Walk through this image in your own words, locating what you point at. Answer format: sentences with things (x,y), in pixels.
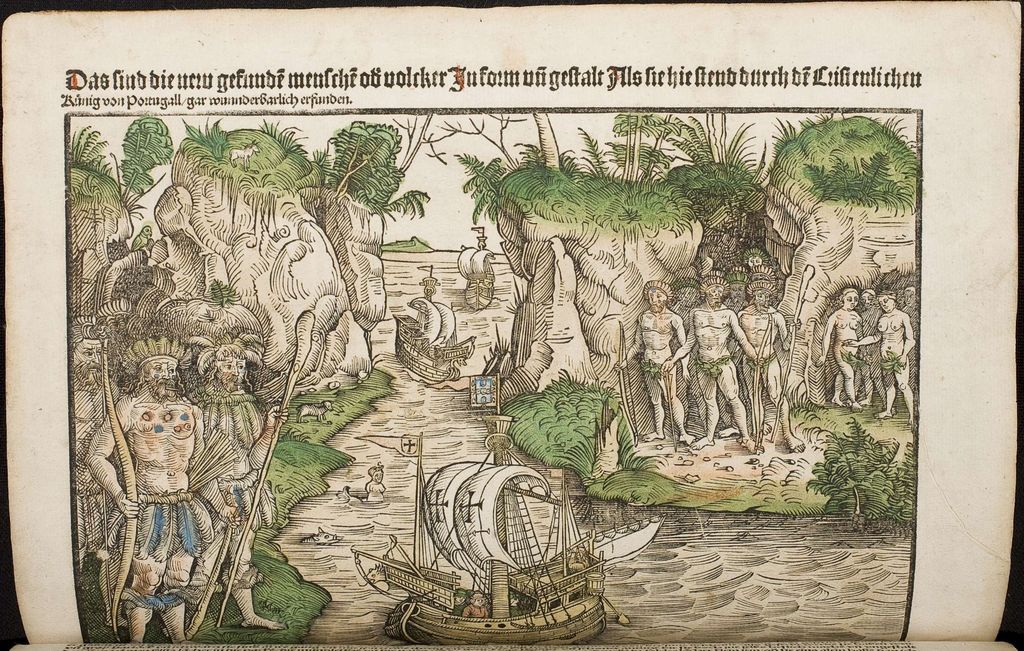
This image consists of a paper (300,171) in which there are many persons (207,424) and trees (478,165). In the middle (478,314), there is water (655,614) along with the boats (499,438). At the top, there is a text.
